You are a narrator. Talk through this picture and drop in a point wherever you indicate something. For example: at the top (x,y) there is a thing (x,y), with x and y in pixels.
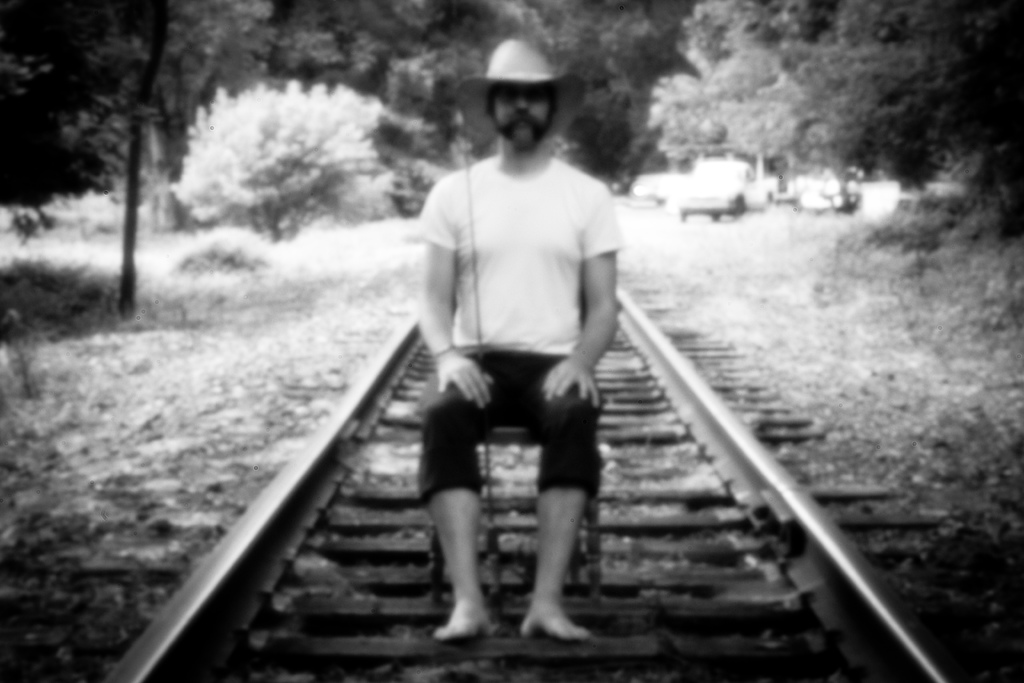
In this image I can see the railway track (378,615). Here we can see a man (561,279) sitting on the chair (524,431) which is on the railway track (643,541). Here we can see the trees (228,220) on the left side (199,69) and the right side (719,106) as well. In the background (722,182), I can see a car (833,199).
